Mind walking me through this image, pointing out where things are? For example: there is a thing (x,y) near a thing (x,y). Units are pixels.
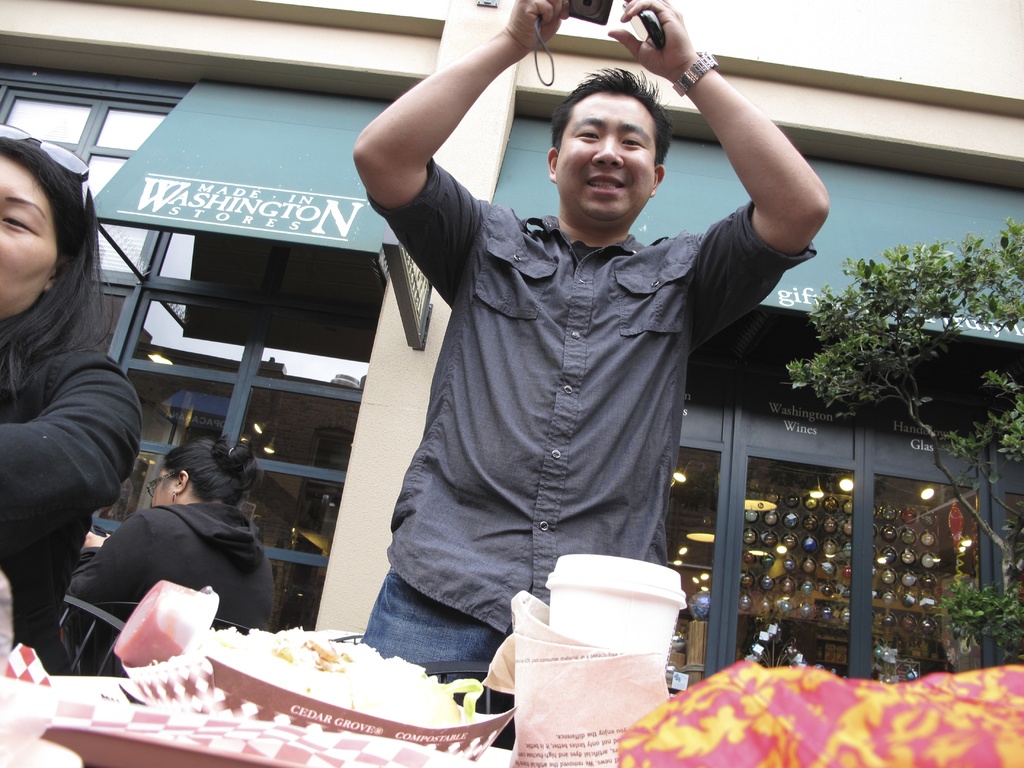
This image is taken outdoors. In the background (200,120) there is a building (805,85) with walls (894,72) and doors (735,546). There is a board (320,214) with a text (320,214) on it. There are a few boards (849,428) with text (951,428) on them. There are a few lights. On the right side of the image (992,602) there is a tree (922,312). At the bottom of the image (125,746) there is a table (85,700) with a tray (199,757), a tumbler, tissue papers (589,705), a box (318,708) with food item (201,650) and a few things (954,715) on it. In the middle of the image (569,372) a man (608,277) is standing and he is holding a camera (601,2) and a mobile phone (652,29) in his hands (557,18). On the left side of the image (65,441) two women (56,524) are sitting on the chairs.
